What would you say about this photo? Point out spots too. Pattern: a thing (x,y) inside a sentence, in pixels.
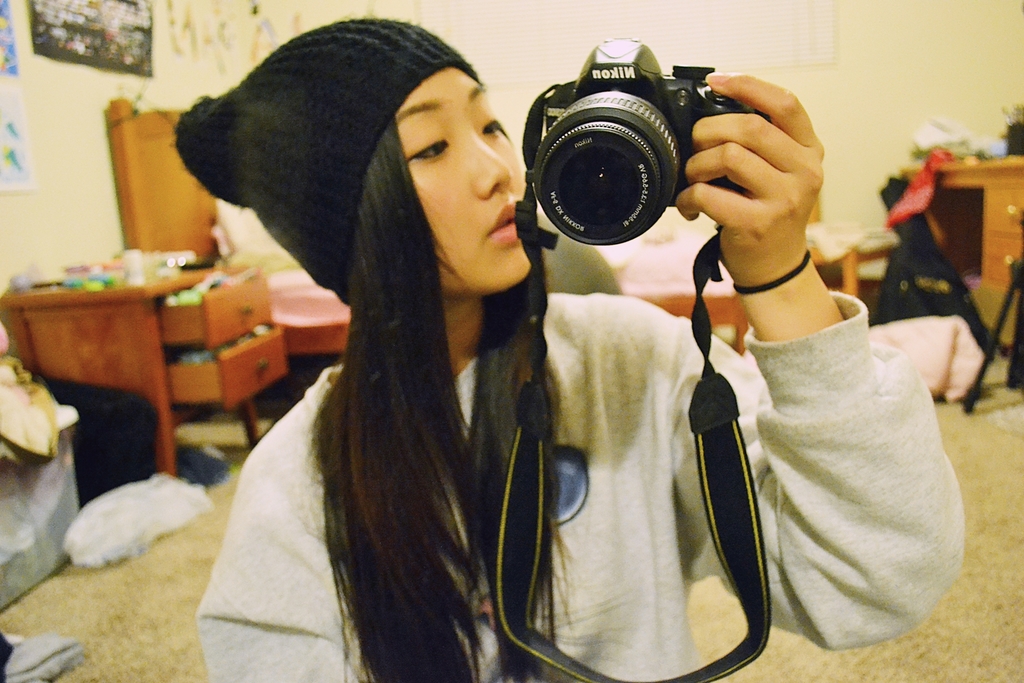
As we can see in the image, there is a wall (858,33), paper (81,12), photo frame (49,33) and the woman (434,315) who is sitting in the front (572,235) is holding camera (662,206).
